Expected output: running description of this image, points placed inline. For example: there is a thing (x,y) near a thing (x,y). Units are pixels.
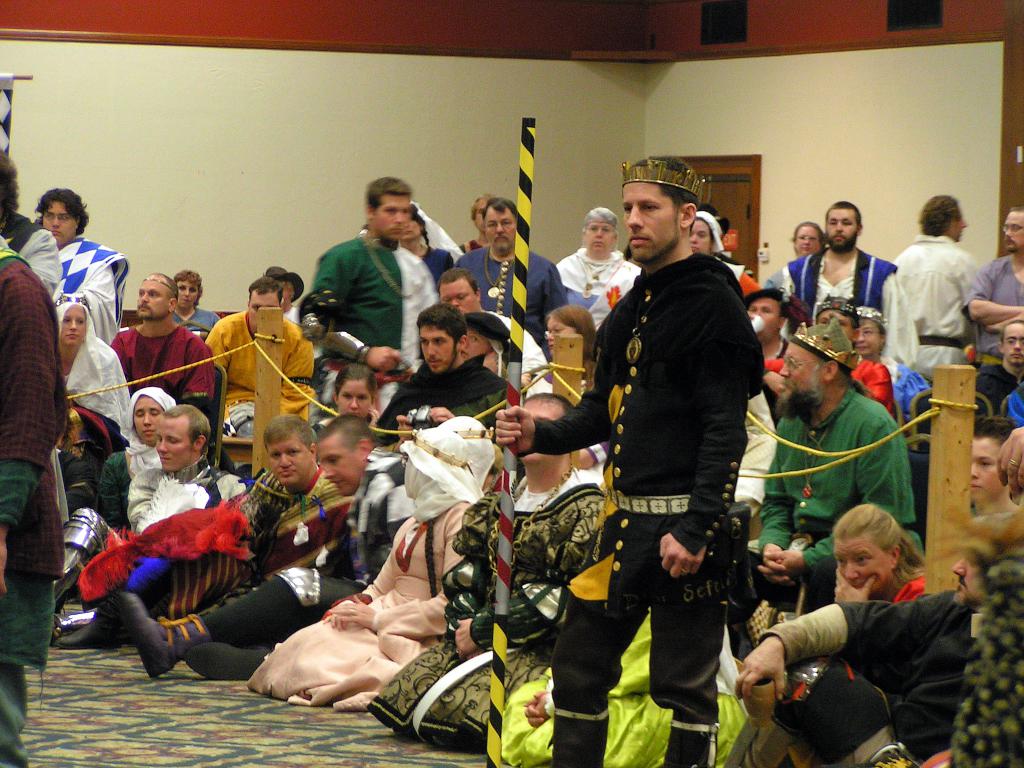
In this image I can see a group of people (567,498) are wearing different color costumes (415,382). I can see the wall (613,156) and a person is holding the stick (525,183).
